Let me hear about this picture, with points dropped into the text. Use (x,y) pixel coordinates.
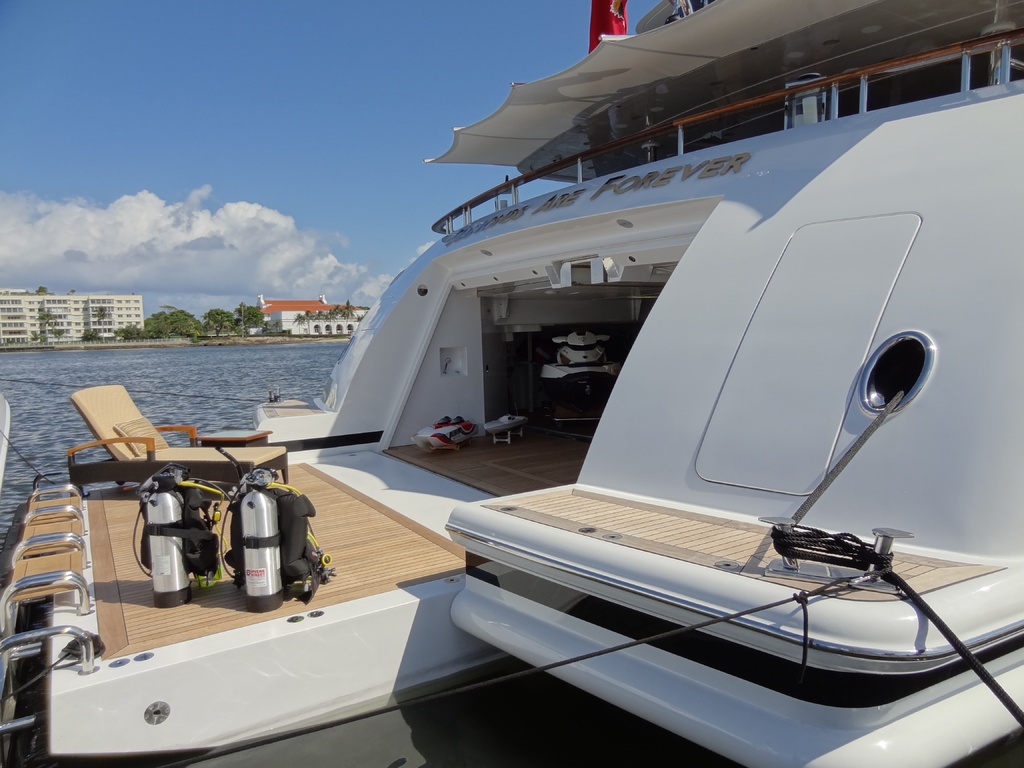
Here, we can see a white color ship (737,555) and in the background (154,364) there is water (113,363) and there are some buildings (93,322) and trees (165,334), at the top (359,81) there is a blue color sky (187,178).
